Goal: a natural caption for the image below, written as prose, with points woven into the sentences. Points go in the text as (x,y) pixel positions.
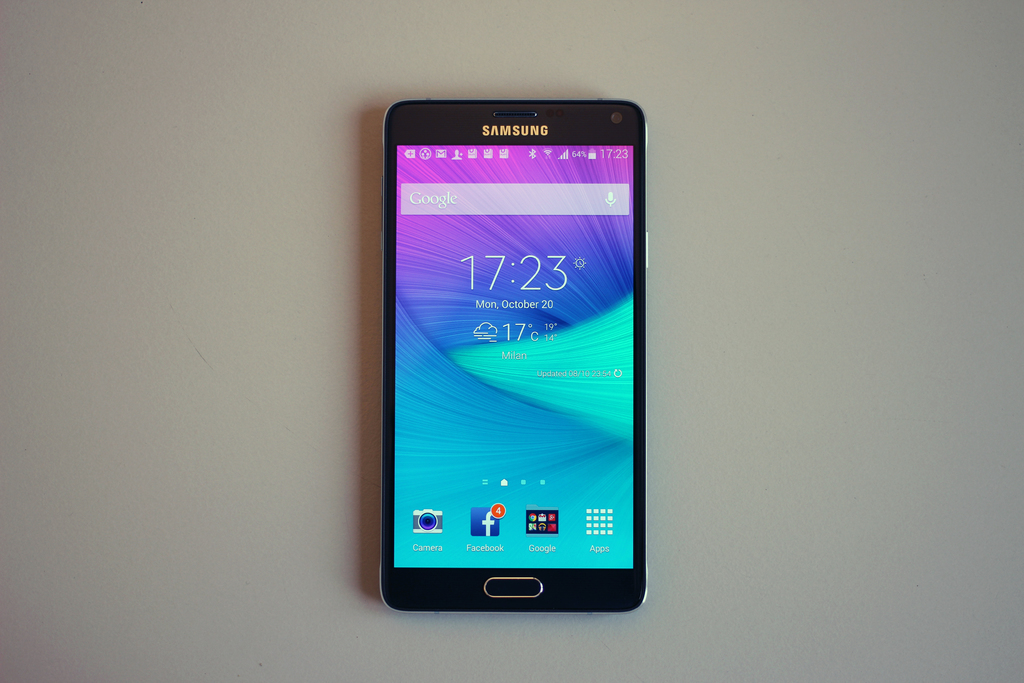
In this picture we can see a mobile (580,471) on the platform (731,366). On the screen (567,390) we can see icons (416,527).
